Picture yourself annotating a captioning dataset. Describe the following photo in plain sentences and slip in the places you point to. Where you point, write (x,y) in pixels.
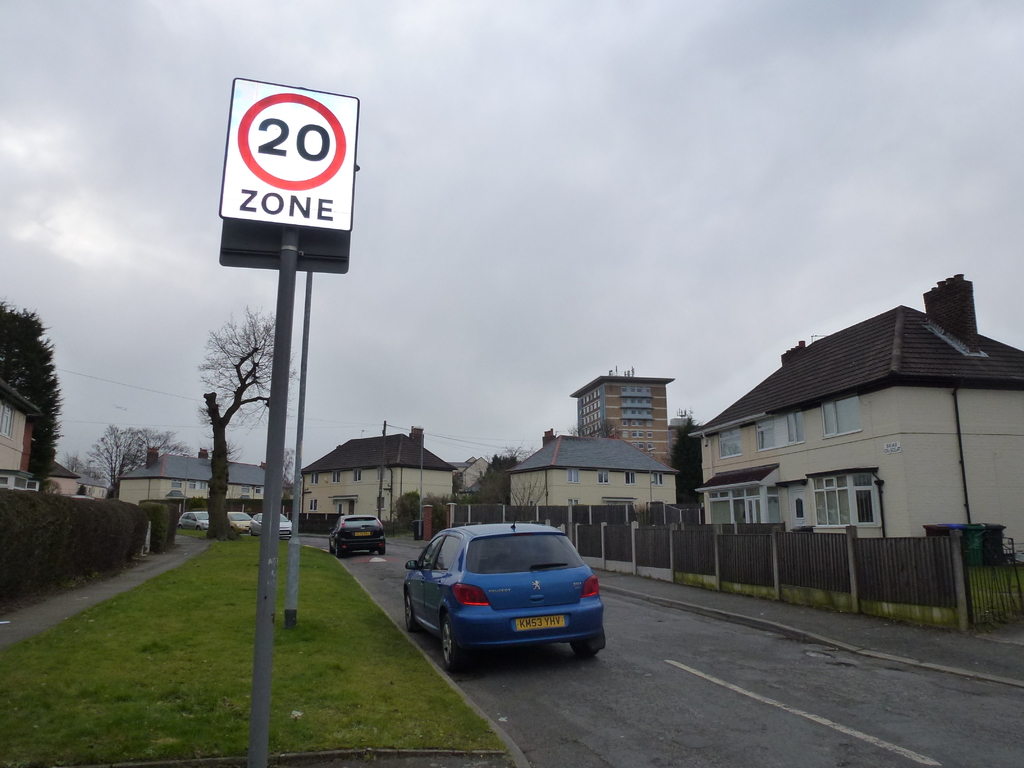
This picture is clicked outside. In the center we can see the group of cars (352,530) running on the road (573,693). On the left (304,131) we can see the poles (302,379) and the board (277,178) on which we can see the text (293,205) and numbers (324,139). In the background (480,213) we can see the sky (9,128), trees (225,389), shrubs (68,546) and houses (742,495) and we can see the railings (735,539) and some other objects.
